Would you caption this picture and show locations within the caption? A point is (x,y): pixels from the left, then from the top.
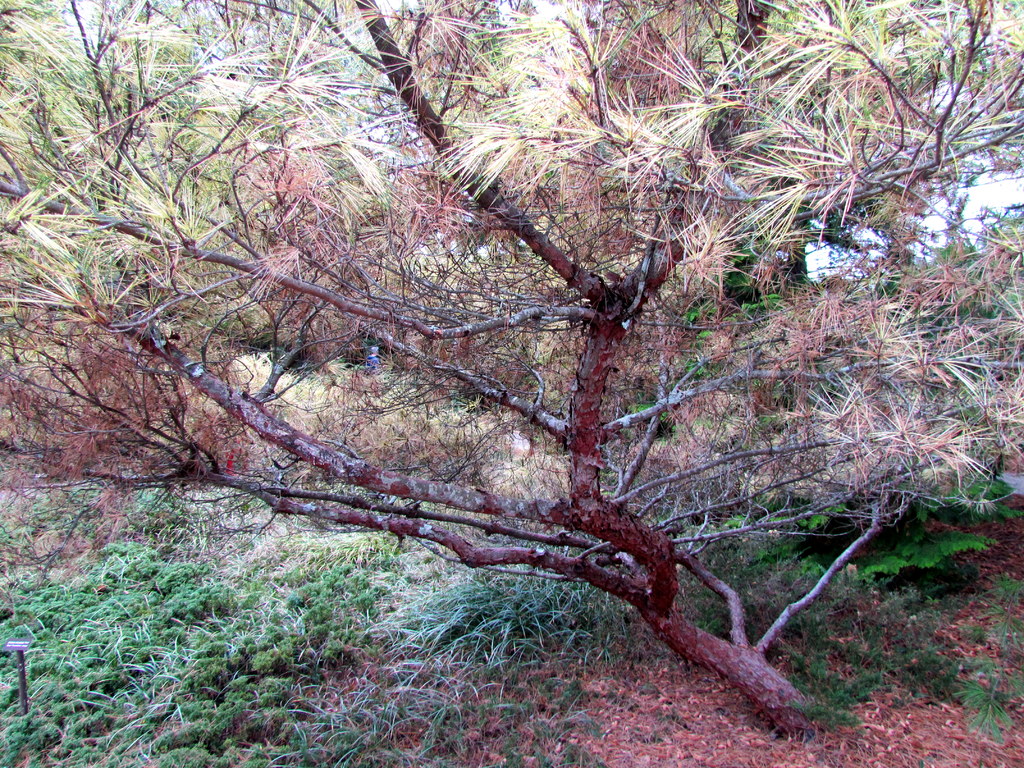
In this picture we can see some plants (398,581) and an object (30,645) on the ground (763,735). We can see trees (765,268) and the sky (968,190) in the background (968,190).
